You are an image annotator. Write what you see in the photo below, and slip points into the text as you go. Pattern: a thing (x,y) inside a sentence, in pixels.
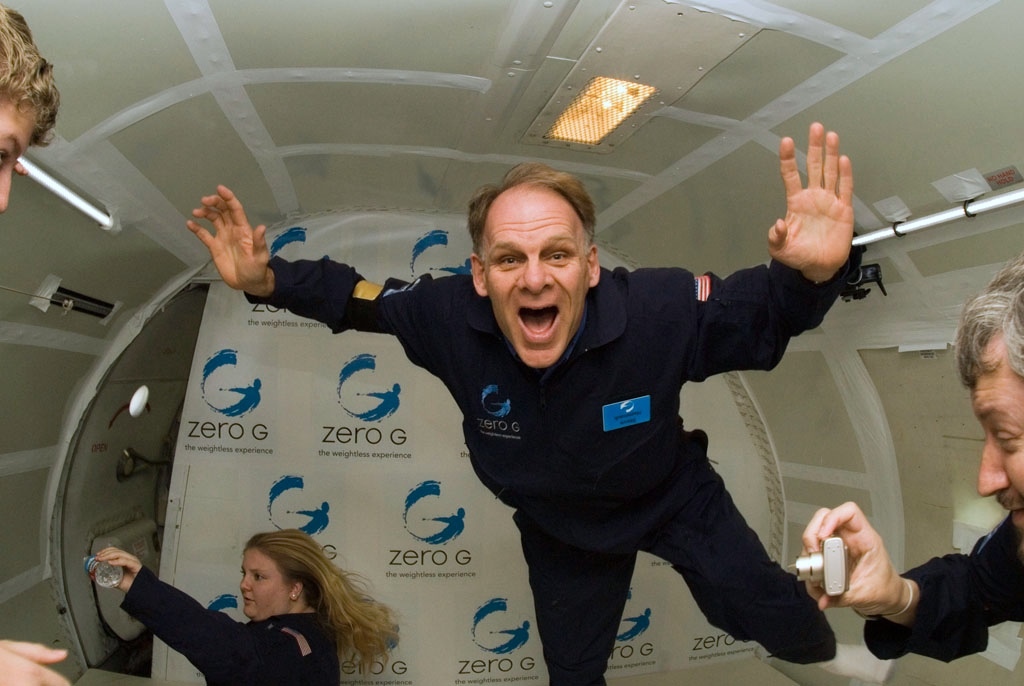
There are people (911,610) and this man (924,620) holding a camera (837,576) and she is holding a bottle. We can see lights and rod (29,165). In the background (355,339) we can see banner (360,372).
